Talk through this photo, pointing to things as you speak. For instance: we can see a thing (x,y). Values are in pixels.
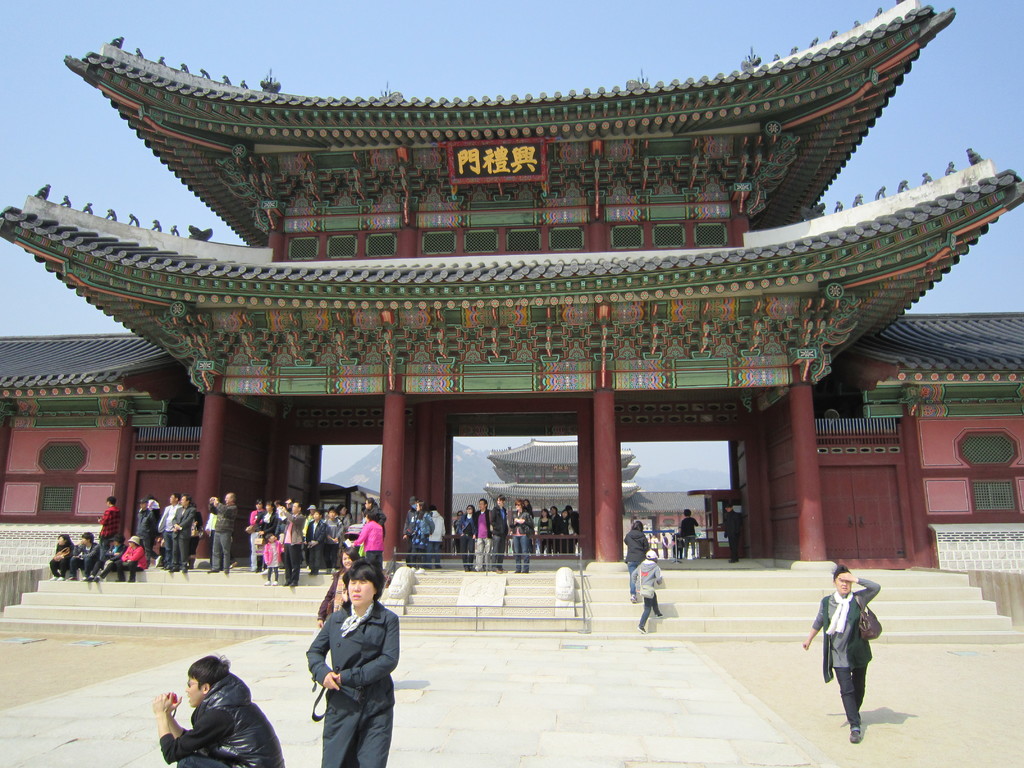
This picture describes about group of people (230,731), few are sitting, few are standing and few are walking, in the background (377,425) we can see buildings (585,401) and hills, at the top of the image (507,144) we can see some text (532,160).
